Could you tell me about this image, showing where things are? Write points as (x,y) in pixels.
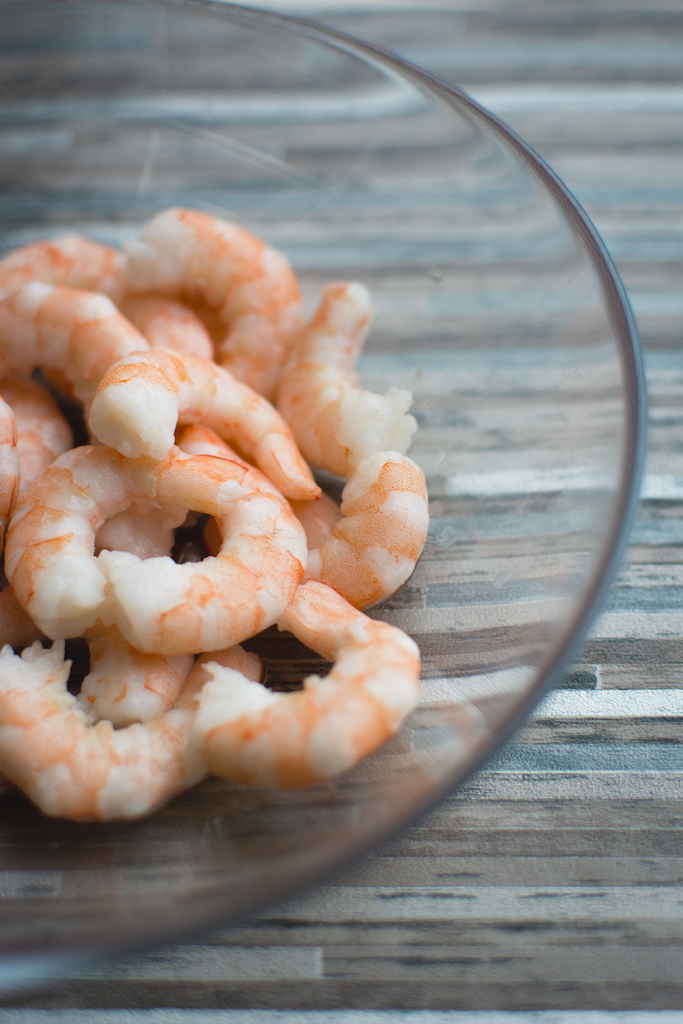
In this picture there is food (256,676) in the glass bowl (418,401). At the bottom (518,862) it looks like a cloth (480,896).
